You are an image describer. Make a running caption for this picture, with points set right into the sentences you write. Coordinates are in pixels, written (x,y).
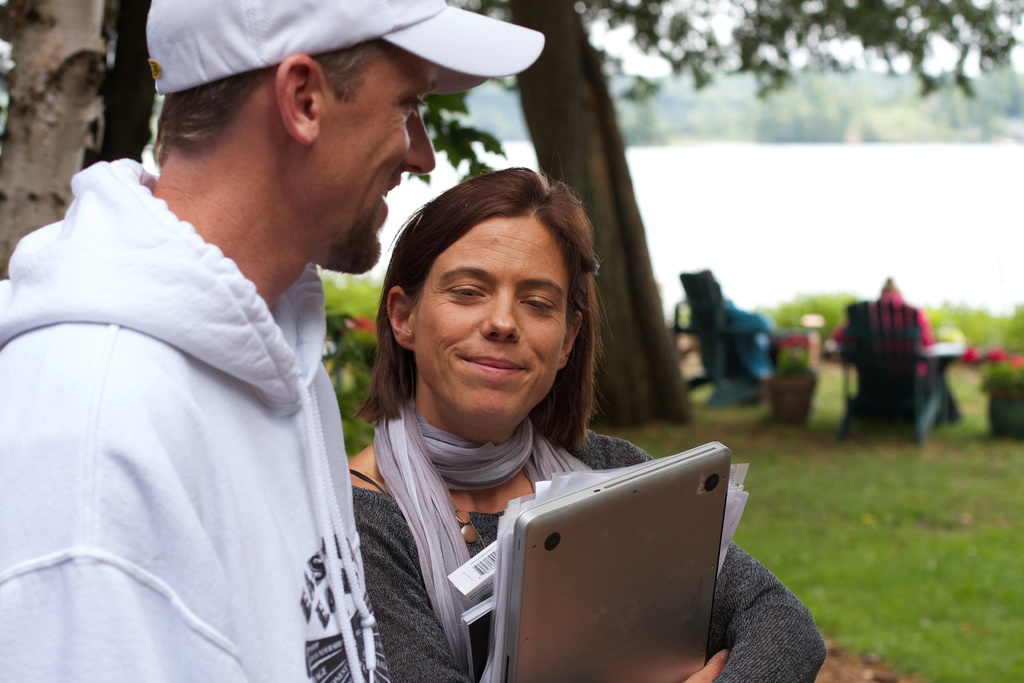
In this image there are two person's (393,334), a person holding a laptop (628,527) and papers (748,464), and in the background (757,490) there are plants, grass (750,461), trees (605,248), two persons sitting on the chairs (718,339), water (755,189).
